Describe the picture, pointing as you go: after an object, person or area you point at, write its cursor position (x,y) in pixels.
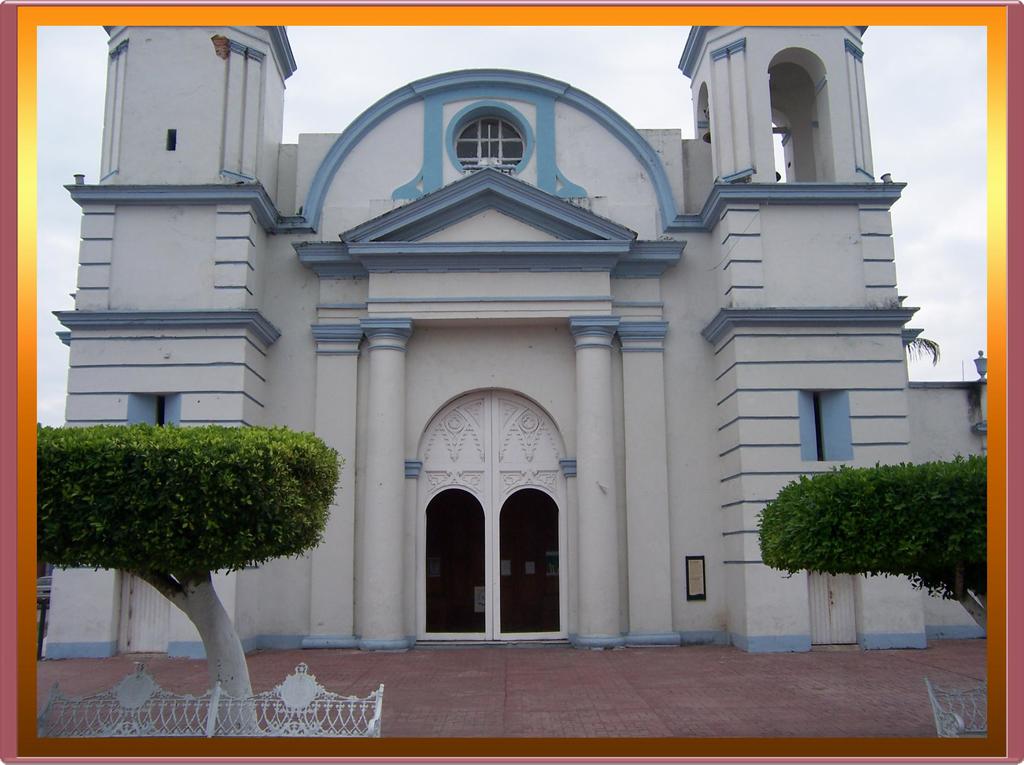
In the picture I can see a building (420,377), trees (194,469), fence (263,709) and doors (536,600). In the background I can see the sky (658,107).
